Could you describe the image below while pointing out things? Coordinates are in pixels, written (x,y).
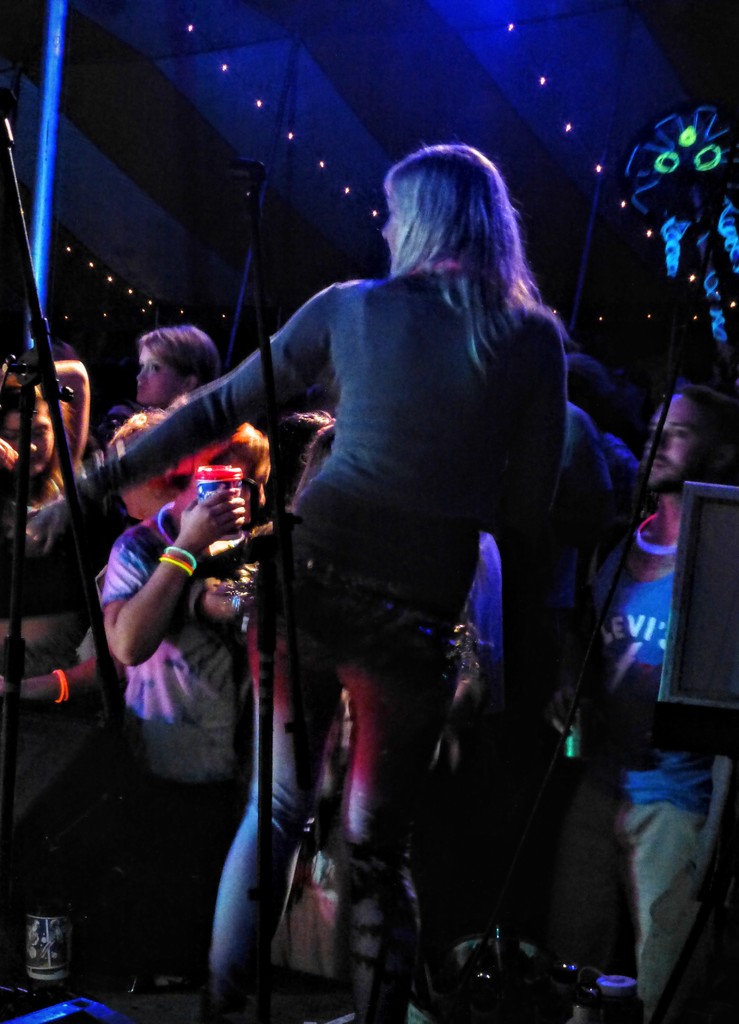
In this image there are people (483,638) standing, at the top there are lights (655,134).
